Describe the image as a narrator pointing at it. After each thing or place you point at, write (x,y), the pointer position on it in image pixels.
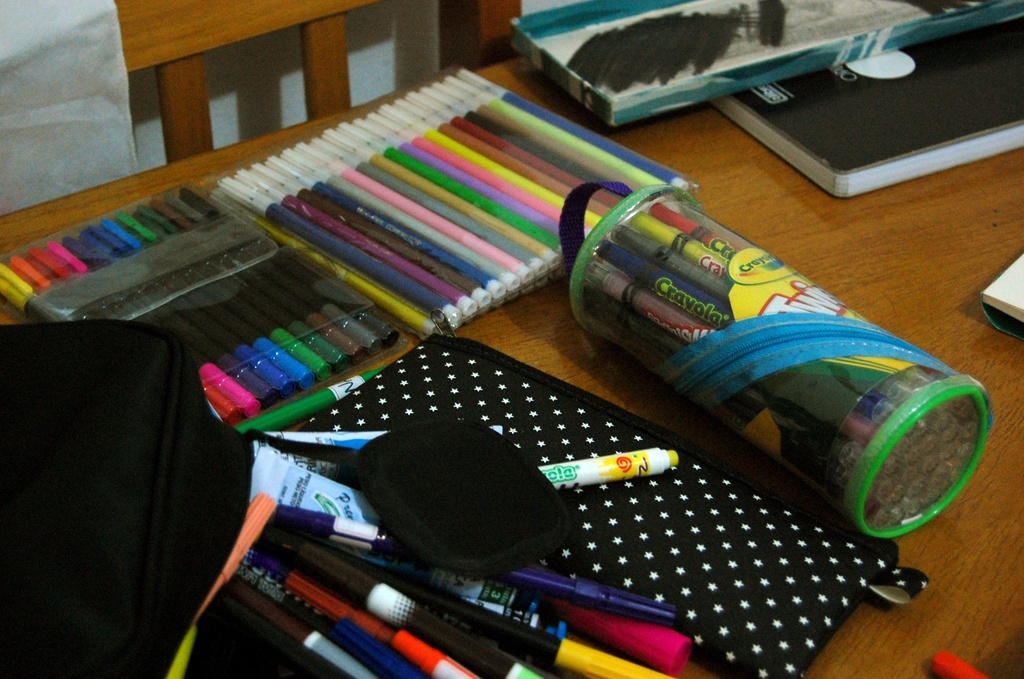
In this image we can see sketch pens (412,265), pens (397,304), pouches (451,337) and other objects (736,115). In the background of the image (499,57) there is a wooden chair (316,44), table (993,196) and other objects (907,120).
